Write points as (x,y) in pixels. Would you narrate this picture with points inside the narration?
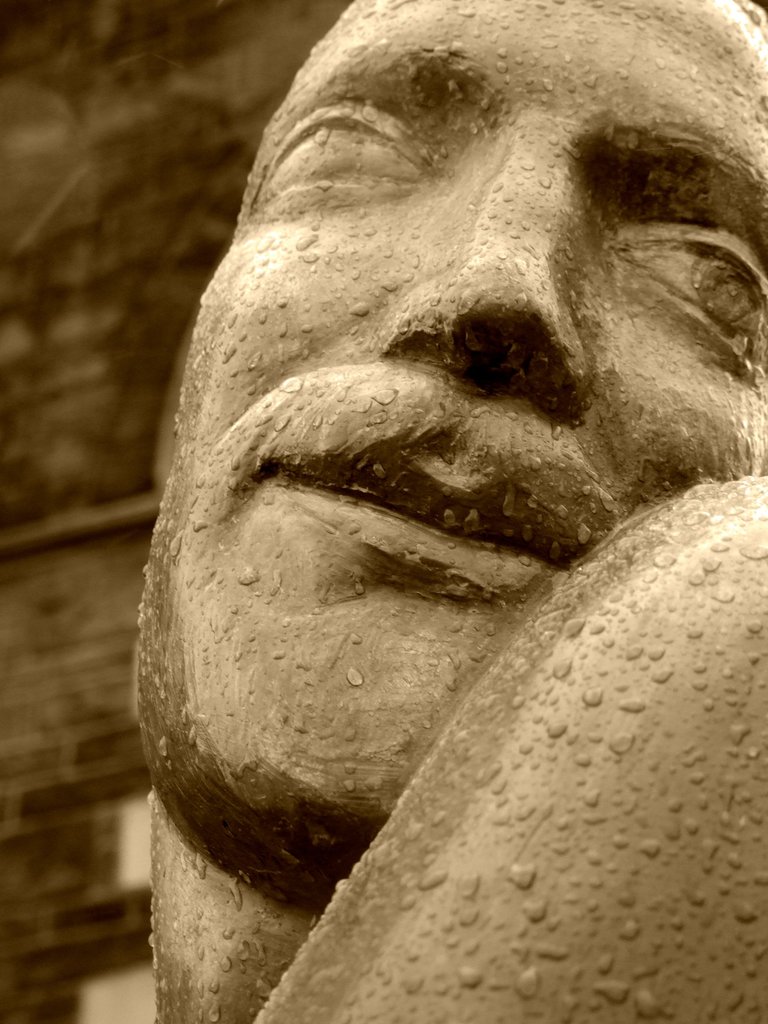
This is a black and white image. In this image we can see a statue (422,550) with tiny droplets (470,514) of water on it. On the backside (72,265) we can see a wall (112,244).
